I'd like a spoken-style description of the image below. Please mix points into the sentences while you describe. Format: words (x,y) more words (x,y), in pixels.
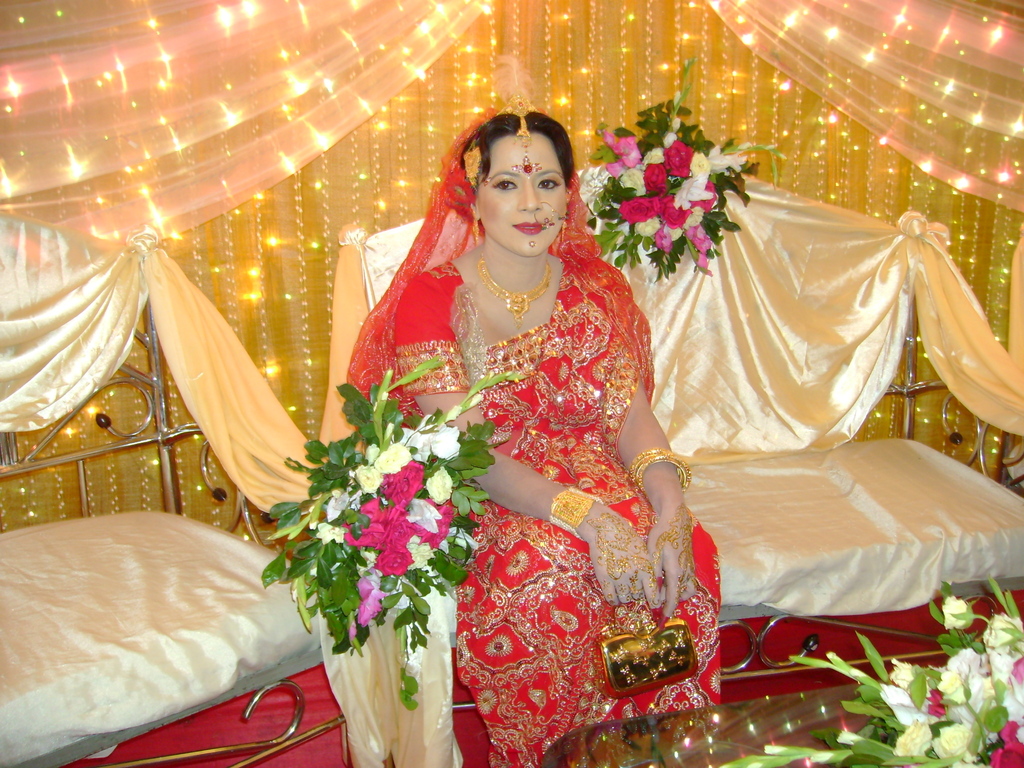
In this image, we can see a woman (585,444) in red saree (615,505) is sitting on the sofa (778,534). Here we can see few flower bouquets (717,158), clothes (1017,411) and sofa (215,642). Background (329,142) we can see white clothes (364,75), decorative lights (249,277).
